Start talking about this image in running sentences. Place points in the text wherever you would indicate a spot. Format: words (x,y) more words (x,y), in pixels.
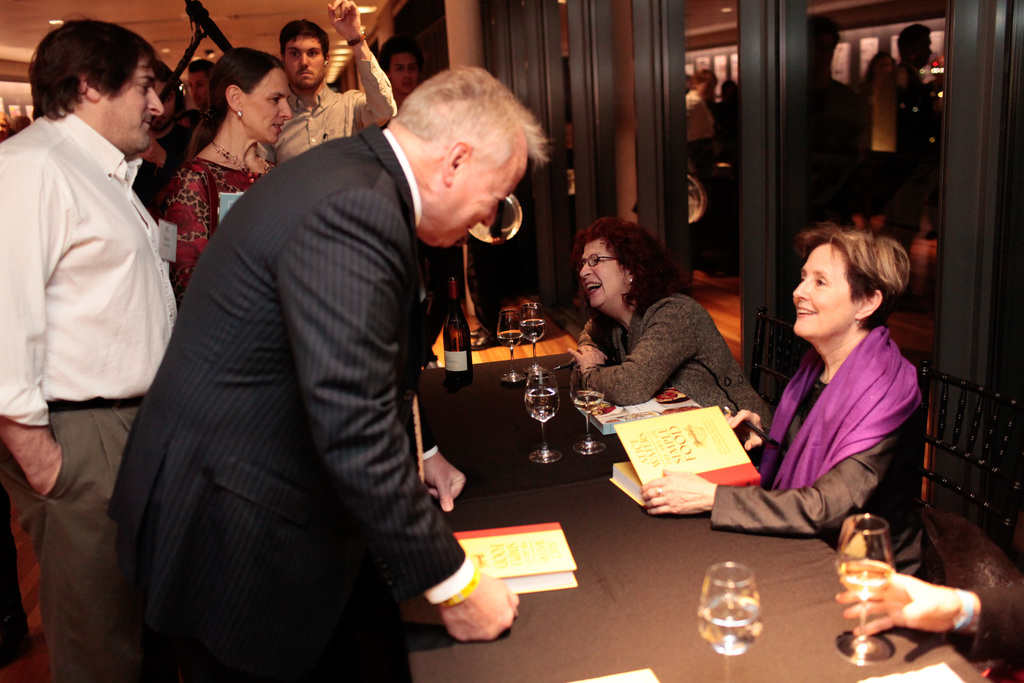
On the left (287,260) we can see few persons (220,114) were standing. On the right (865,412) we can see two persons (805,372) were sitting on the chair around the table (519,662) and they were smiling. On table (555,519), we can see glasses (588,410), wine bottle (458,359), books (748,465) etc. In the background (552,219) there is a wall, pillar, curtain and light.
